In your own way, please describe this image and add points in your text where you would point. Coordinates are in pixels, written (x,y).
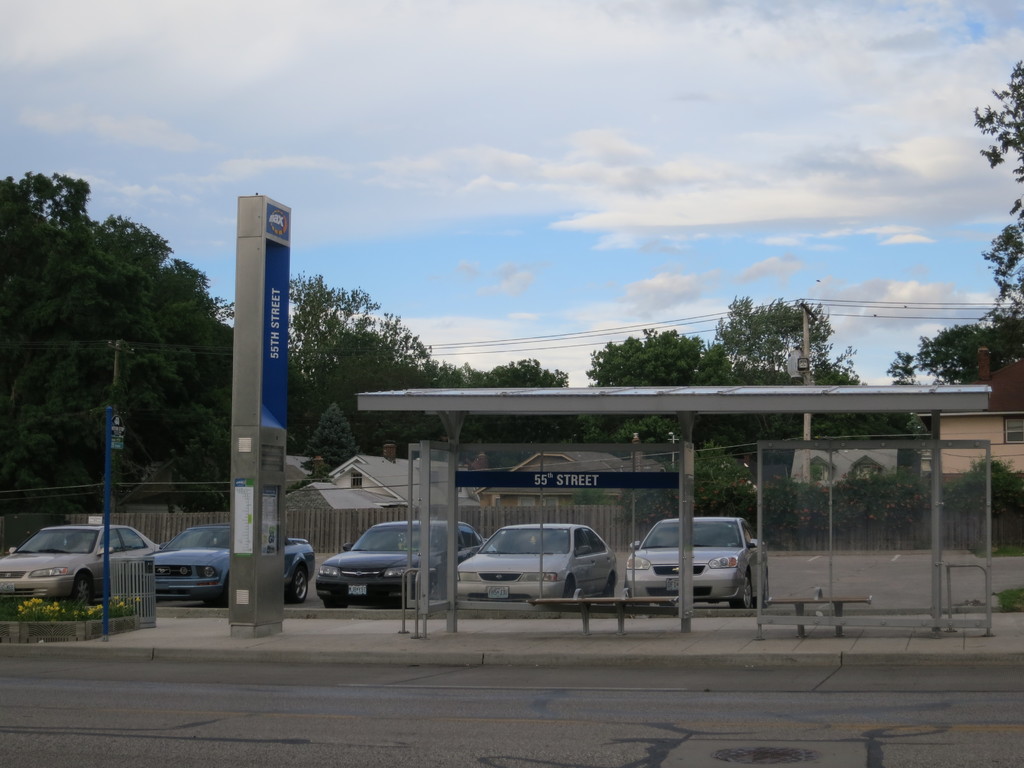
In this image in the center (571,511) there are some vehicles (445,565), and there are some sheds (598,451), houses (551,451), poles (262,531), boards (118,423). And at the bottom (67,604) there is a walkway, and there are some plants (42,610) and flowers (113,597). In the background (733,362) there are trees (187,386), poles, wires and houses (966,434). At the top (411,159) there is sky (403,99).
